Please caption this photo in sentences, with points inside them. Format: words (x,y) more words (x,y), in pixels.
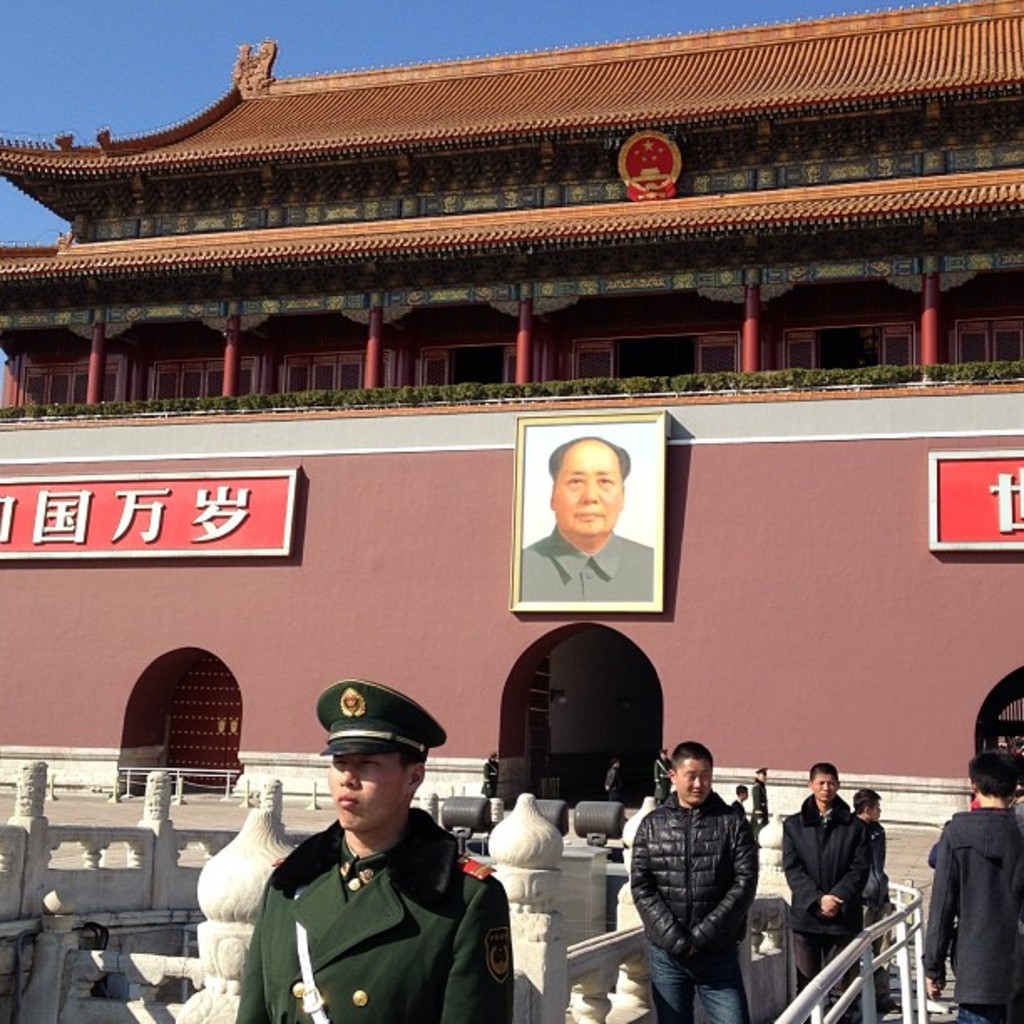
In the image there are few men (716,940) standing in the front (865,875) and behind there is a temple (407,187) with a photograph (603,535) of a man (648,565) in the middle of the wall (688,584) with text (1005,510) on either side of it and above its sky (127,74).
